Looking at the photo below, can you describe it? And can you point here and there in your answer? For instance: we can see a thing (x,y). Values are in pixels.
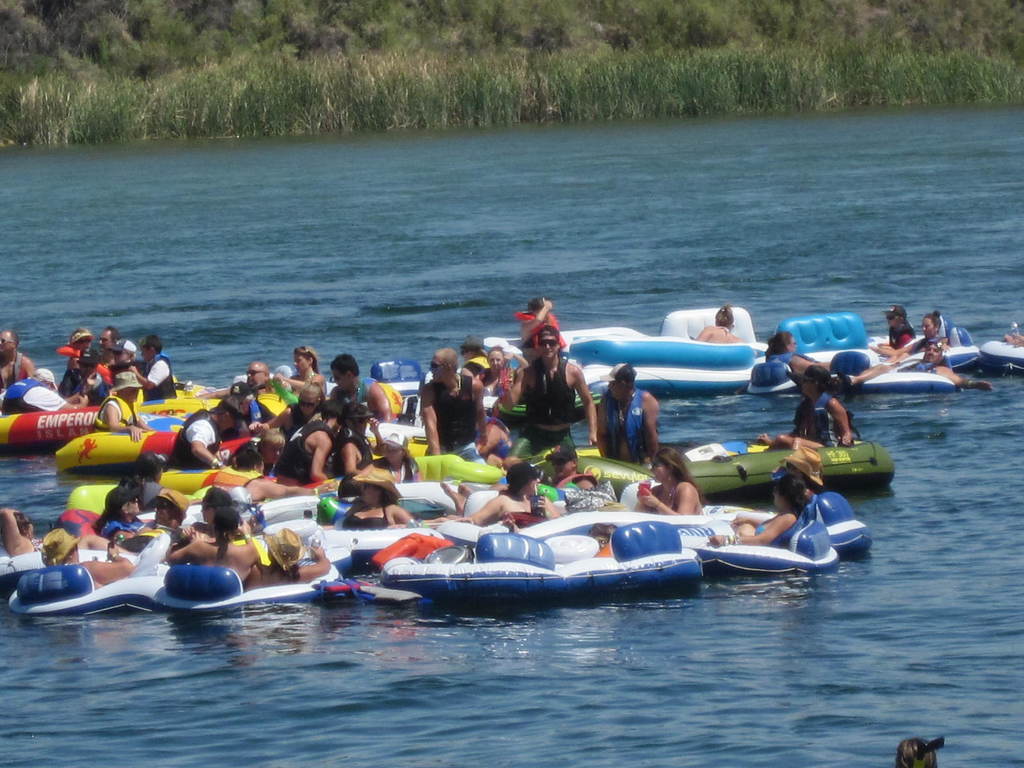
In this image we can see a few boats (150,401) on the water (372,339), in the boat (160,414) we can see some people (143,369) and in the background (120,28) we can see the trees (416,19).
